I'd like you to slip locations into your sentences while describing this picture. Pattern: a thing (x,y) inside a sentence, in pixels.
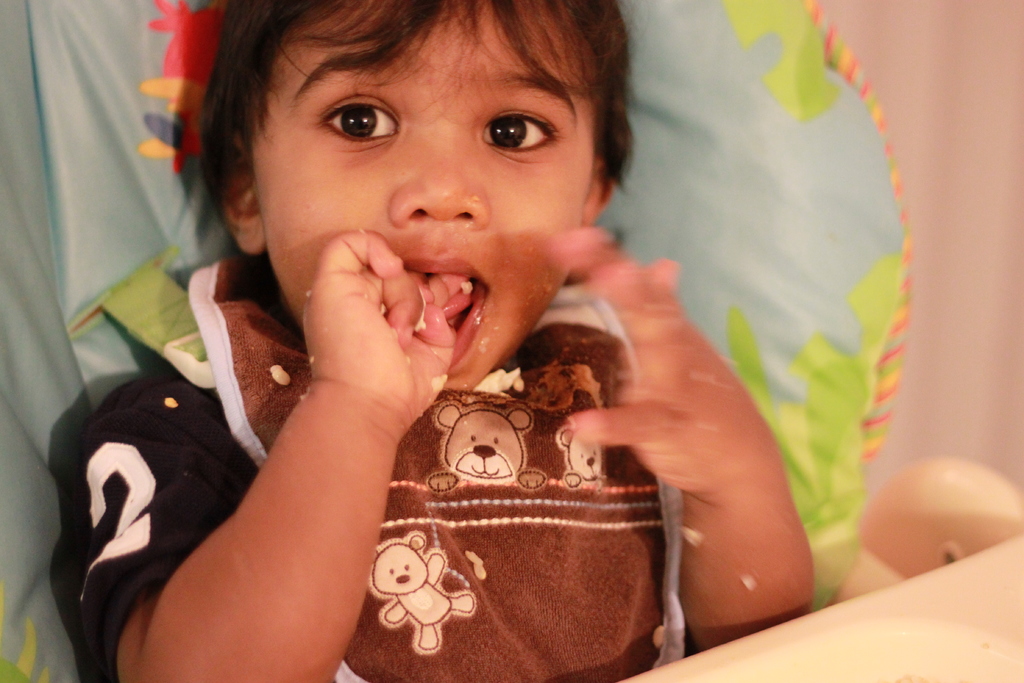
Here I can see a baby (550,289) in a baby chair (745,164). This baby (370,465) is wearing a t-shirt (181,468) and looking at the picture. The background (982,270) is blurred. In the bottom right-hand corner (887,625) there is an object (903,624).
